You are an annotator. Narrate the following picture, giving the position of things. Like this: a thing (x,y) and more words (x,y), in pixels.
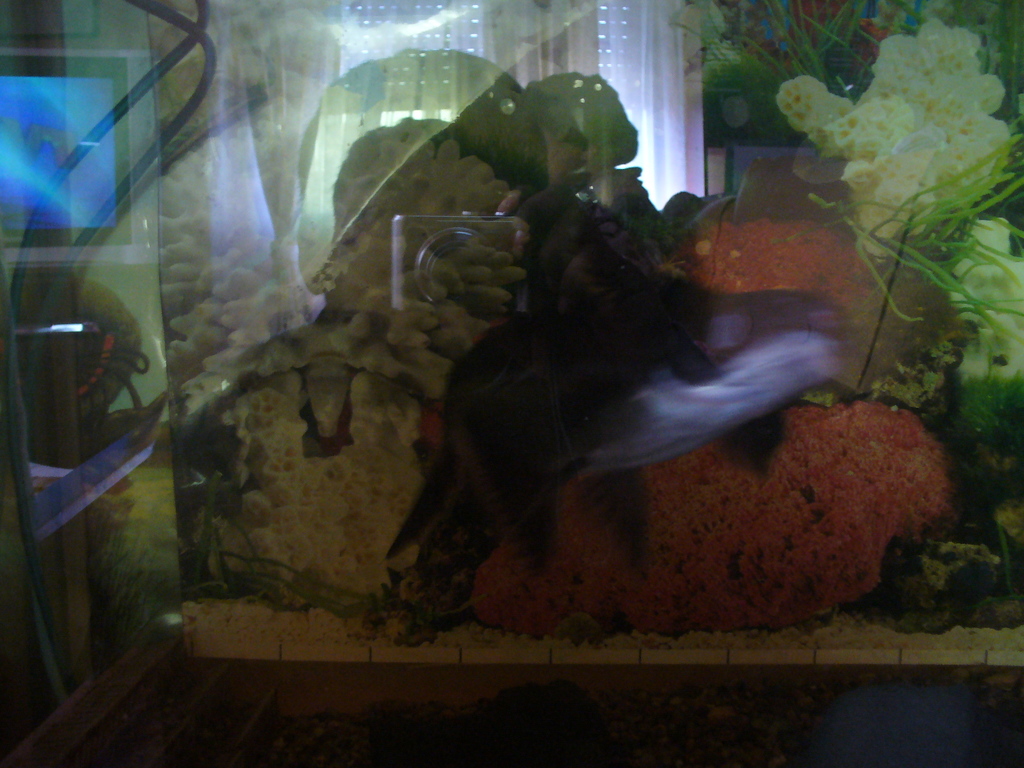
In this picture it looks like an aquarium (734,278) with stones (420,413) and fishes (612,462) and on the aquarium glass (403,34) we can see the reflection (369,144) of something.
